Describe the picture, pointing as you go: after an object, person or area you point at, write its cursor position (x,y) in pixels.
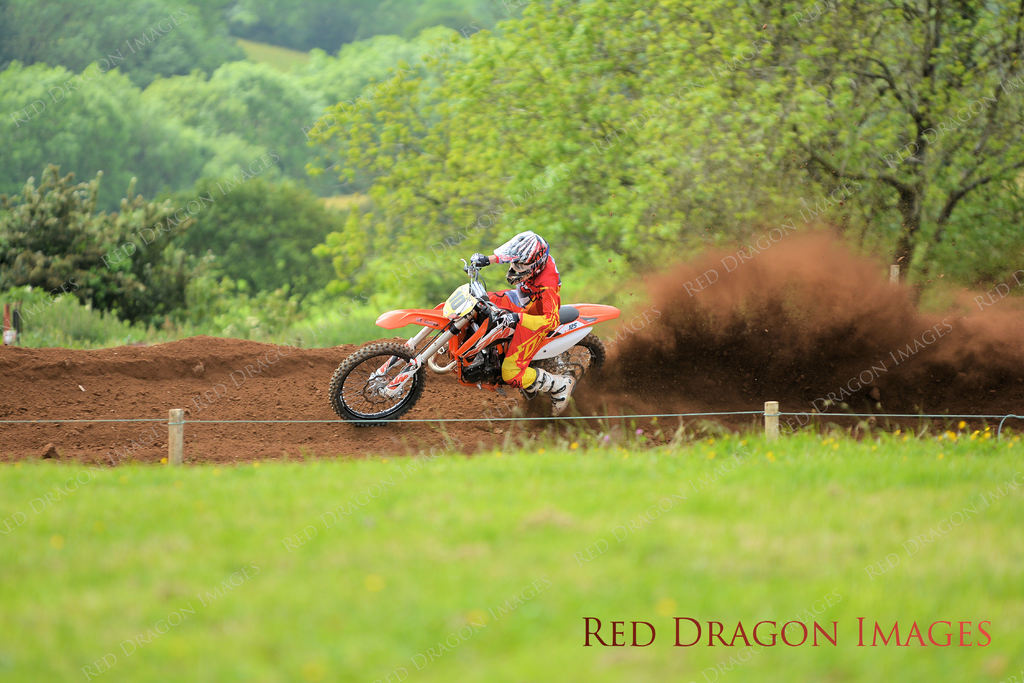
In this picture we can see a person (540,338) is riding a bike (479,276), this person (531,311) is wearing a helmet (513,278), gloves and shoes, at the bottom (450,607) there is grass (375,621), we can see trees (641,116) in the background (256,119), there is soil (752,371) in the middle (611,369), we can see text (737,641) at the right bottom (742,638).
